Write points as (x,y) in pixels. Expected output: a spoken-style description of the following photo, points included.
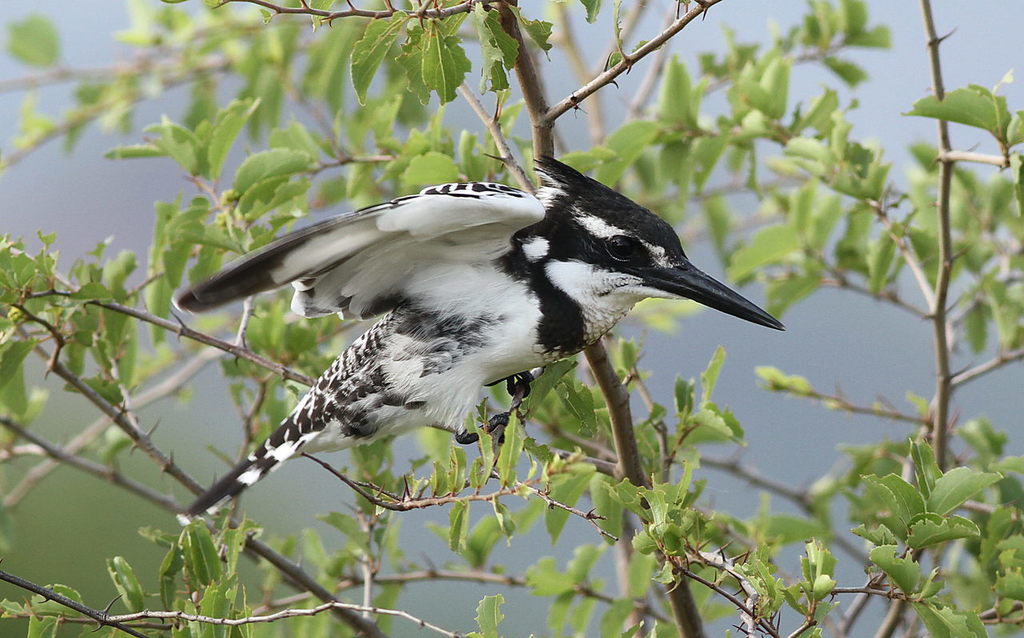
In the image we can see a bird (483,303), white and black in color and the bird (498,296) is sitting on the plant stem (616,448). Here we can see the leaves (548,463) and the background (48,169) is blurred.
